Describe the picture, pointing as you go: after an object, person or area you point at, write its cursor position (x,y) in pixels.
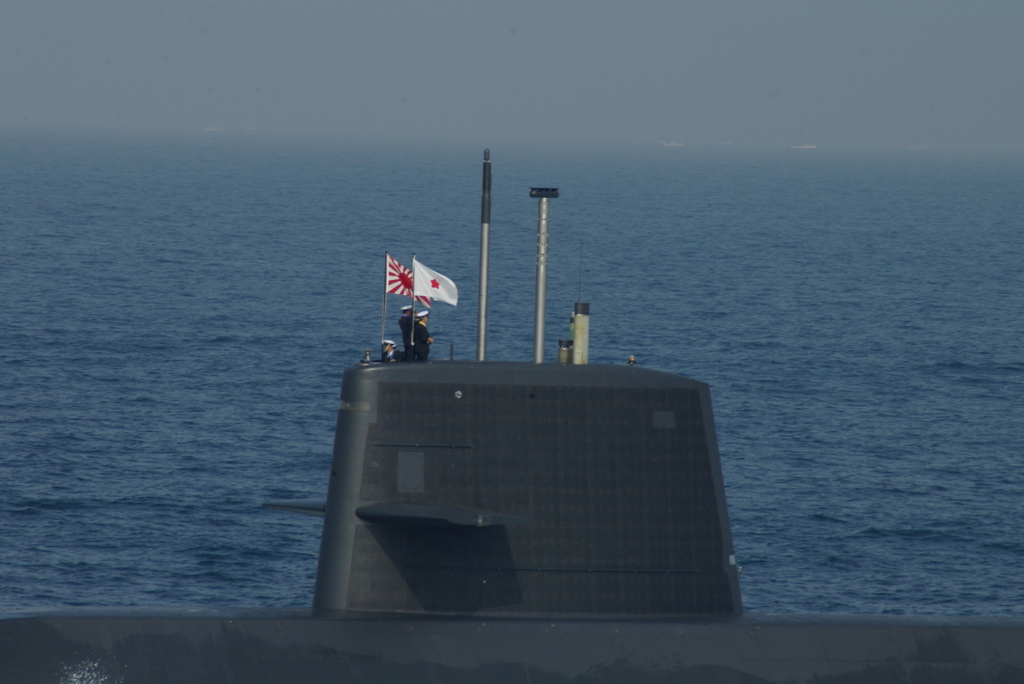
This picture shows a submarine (538,671) and we see few people (410,334) on it and we see couple of flags (439,290) and poles (484,294) and we see few boats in the water (676,240).
